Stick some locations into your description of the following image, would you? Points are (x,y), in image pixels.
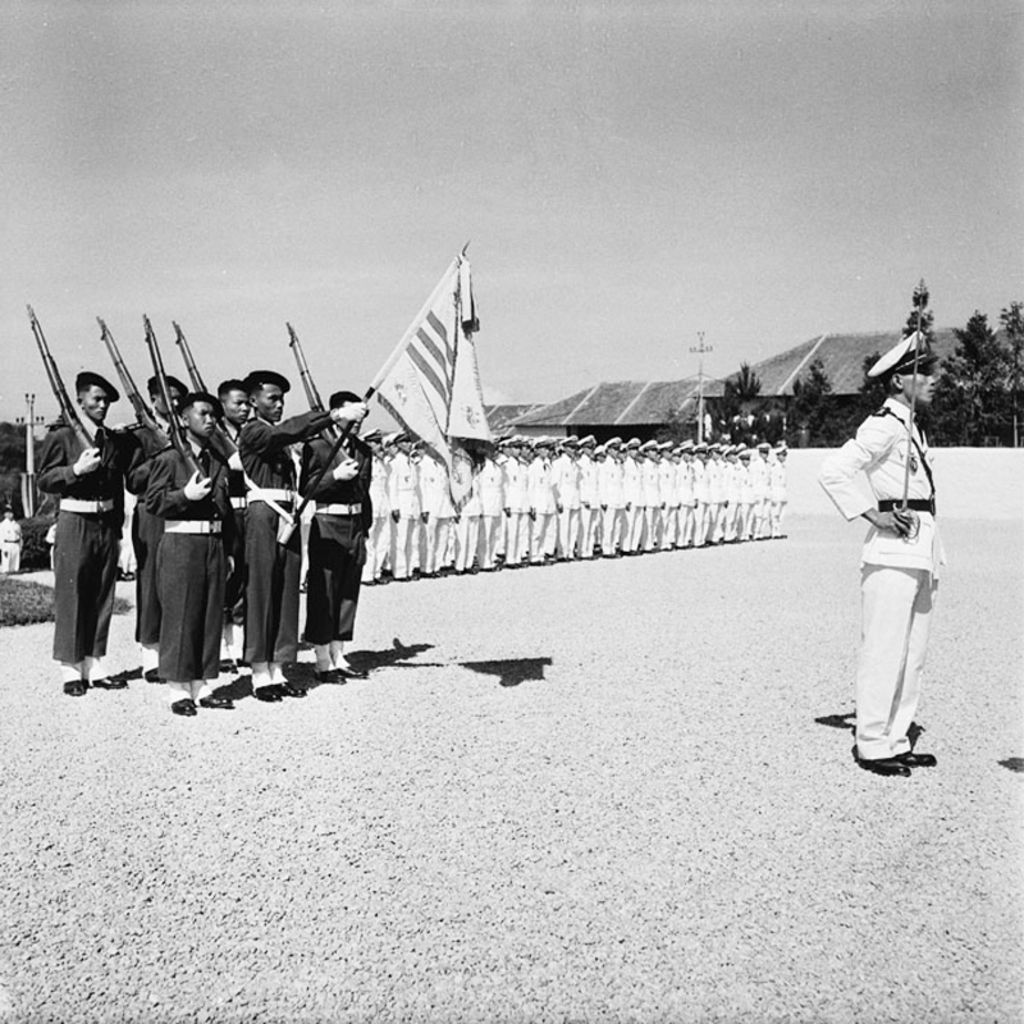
In this picture there are people (15,542) standing on the ground (323,717), among them few people (142,531) holding a gun (331,438), there is a man (267,520) holding a flag (388,370). In the background of the image (620,422) we can see houses (734,379), trees (997,410), poles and sky (480,132).
